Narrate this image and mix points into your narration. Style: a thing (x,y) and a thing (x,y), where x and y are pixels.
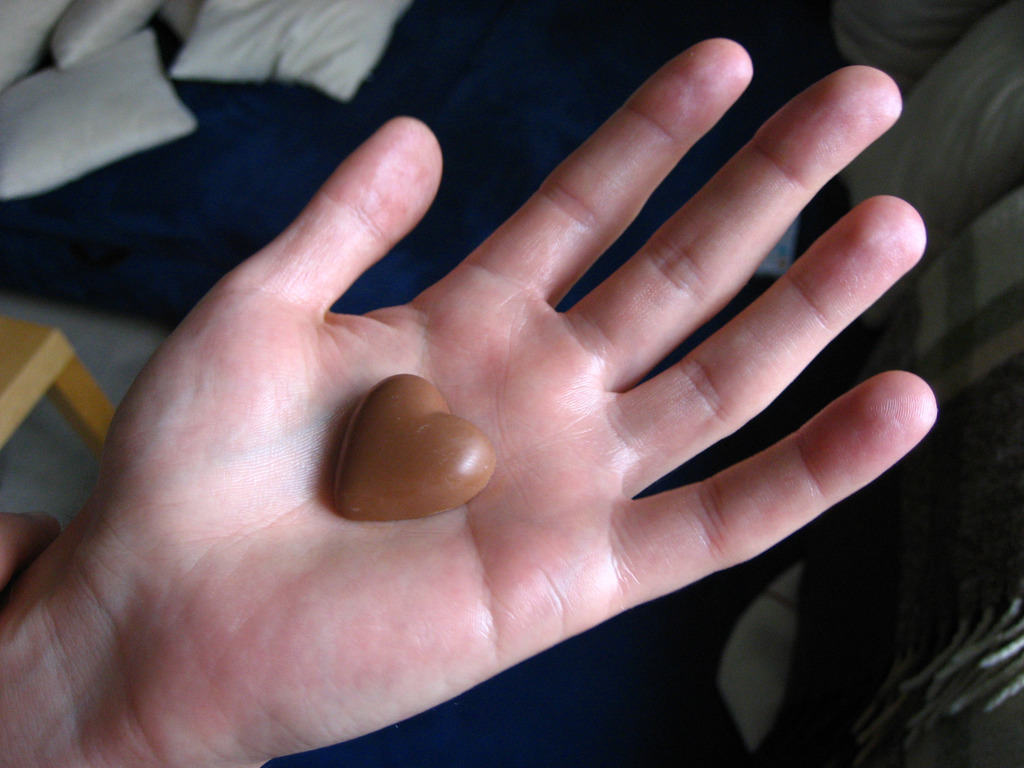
In this image I can see a person's hand (469,589) holding a chocolate bite (379,462). On the top of the image (333,115) there is a bed (143,211) and on that I can see three white color pillows (107,80). Beside this there is a chair (94,408). On the right side (959,354), I can see some clothes (995,499) on the floor (780,653).
